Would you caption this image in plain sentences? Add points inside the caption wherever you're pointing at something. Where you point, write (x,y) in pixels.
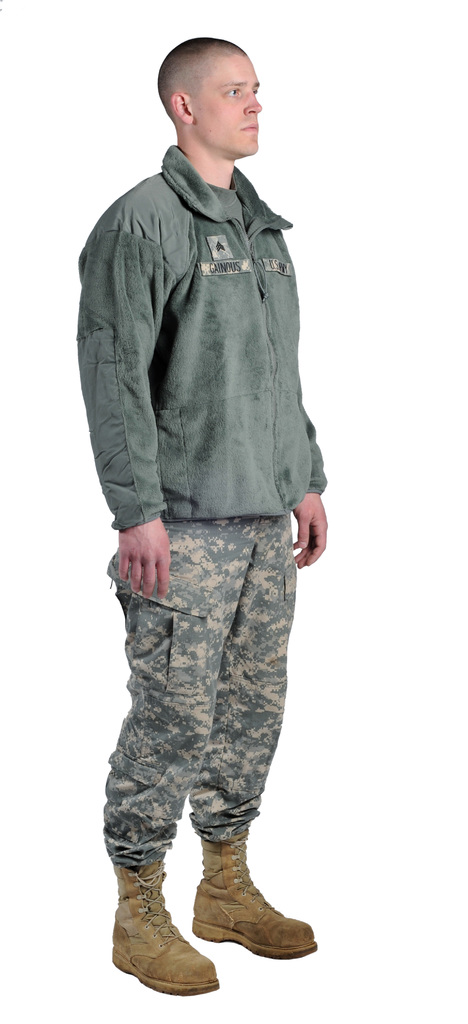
In this image I can see a man (230,110) is standing. I can see he is wearing a jacket (197,477), camouflage pant (215,689) and brown shoes (126,946). I can also see white colour in the background (59,575).
